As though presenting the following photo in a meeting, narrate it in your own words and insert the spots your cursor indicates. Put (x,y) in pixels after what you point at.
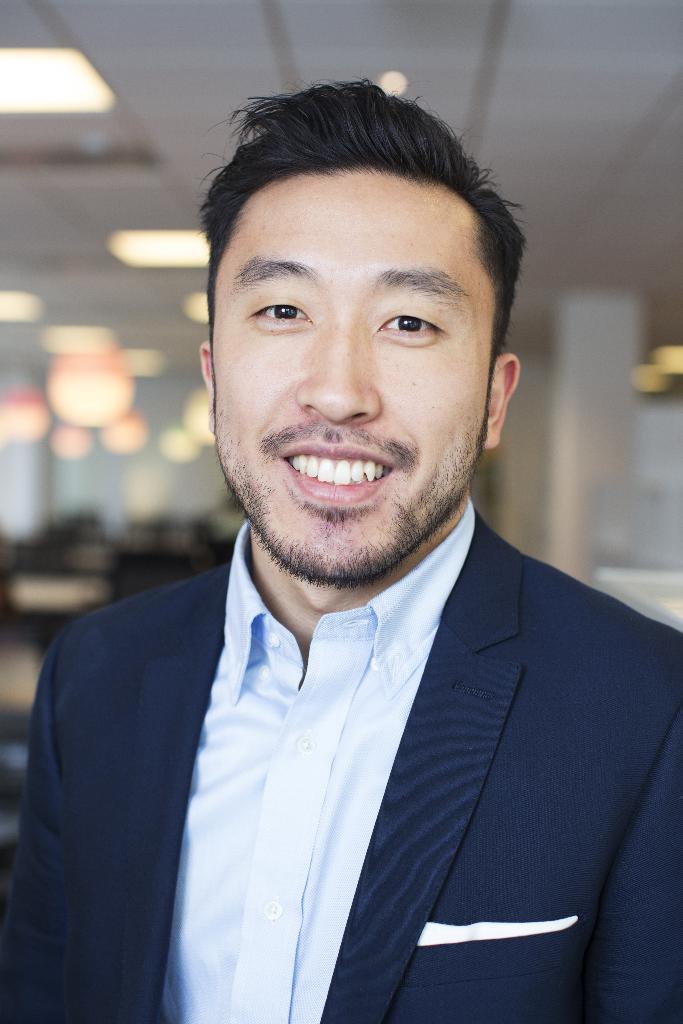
In the image we can see the close up picture of the man (372,660) wearing clothes (268,657) and the man (302,545) is smiling, and the background (308,38) is blurred.
